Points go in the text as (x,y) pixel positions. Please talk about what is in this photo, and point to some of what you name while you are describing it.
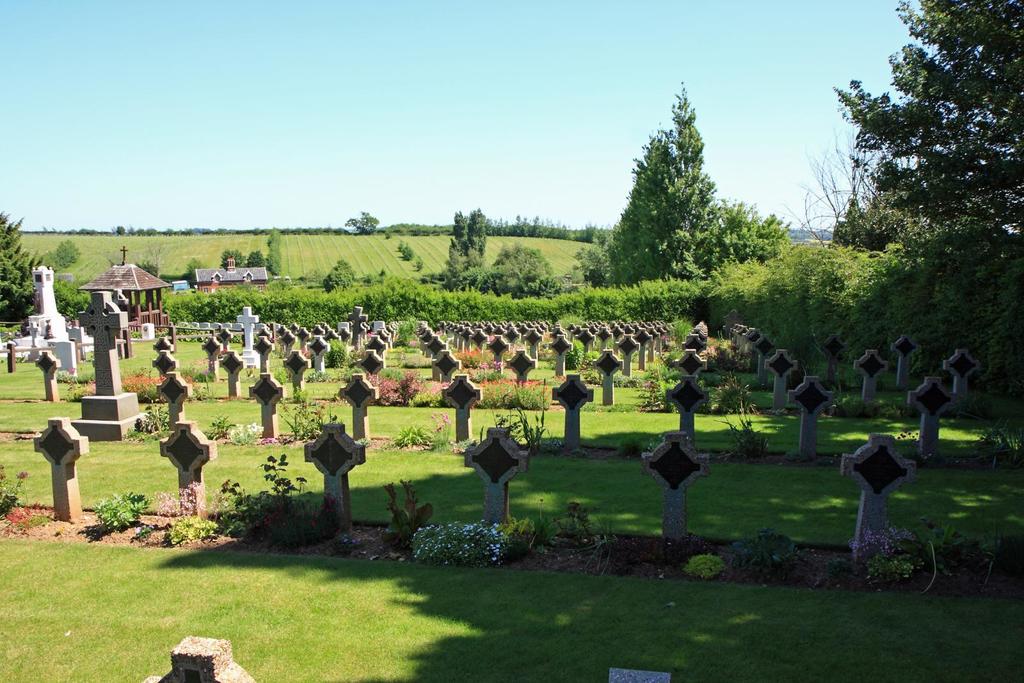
In this picture we can see the graveyard (358,437) with many stones (505,346). Behind there are some trees (558,285) and green farm (296,252).
